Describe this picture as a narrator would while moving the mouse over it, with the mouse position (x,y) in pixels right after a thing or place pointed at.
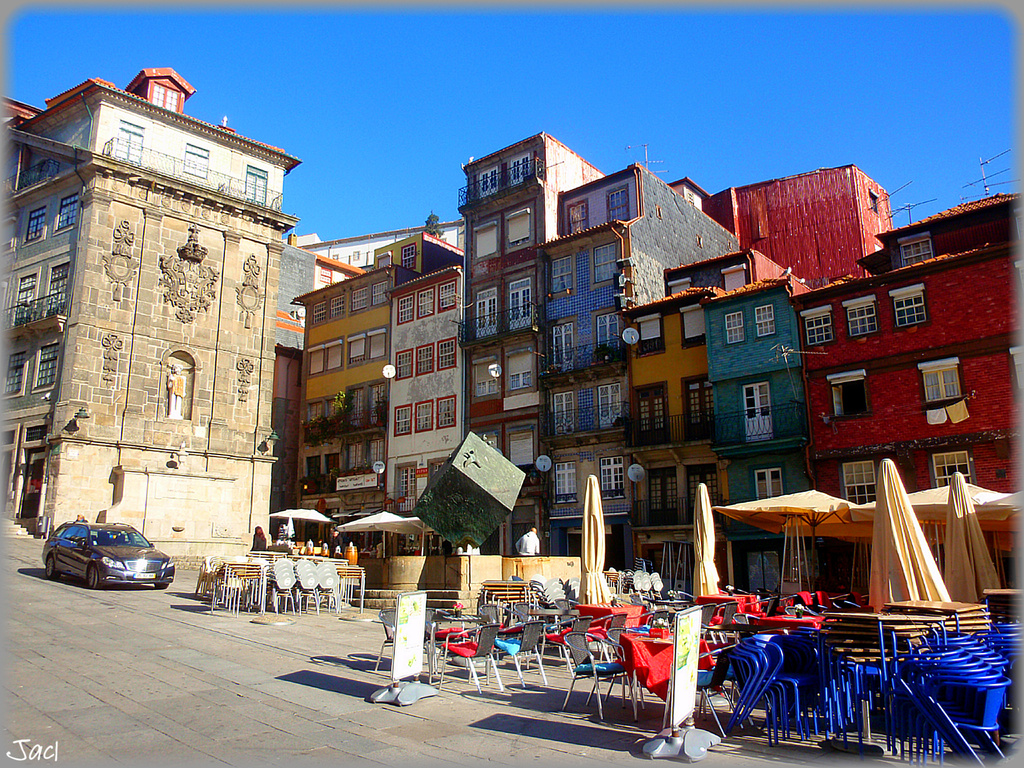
In this picture we can see buildings (270,400), at the bottom (972,700) there are some chairs (775,677), tables (761,627), umbrellas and boards (675,711), on the left side (91,549) there is a car (86,552), we can see windows (754,389) of these buildings (481,320), there are some plants (319,429) in the middle (351,419), we can see the sky (421,96) at the top of the picture (469,101).
